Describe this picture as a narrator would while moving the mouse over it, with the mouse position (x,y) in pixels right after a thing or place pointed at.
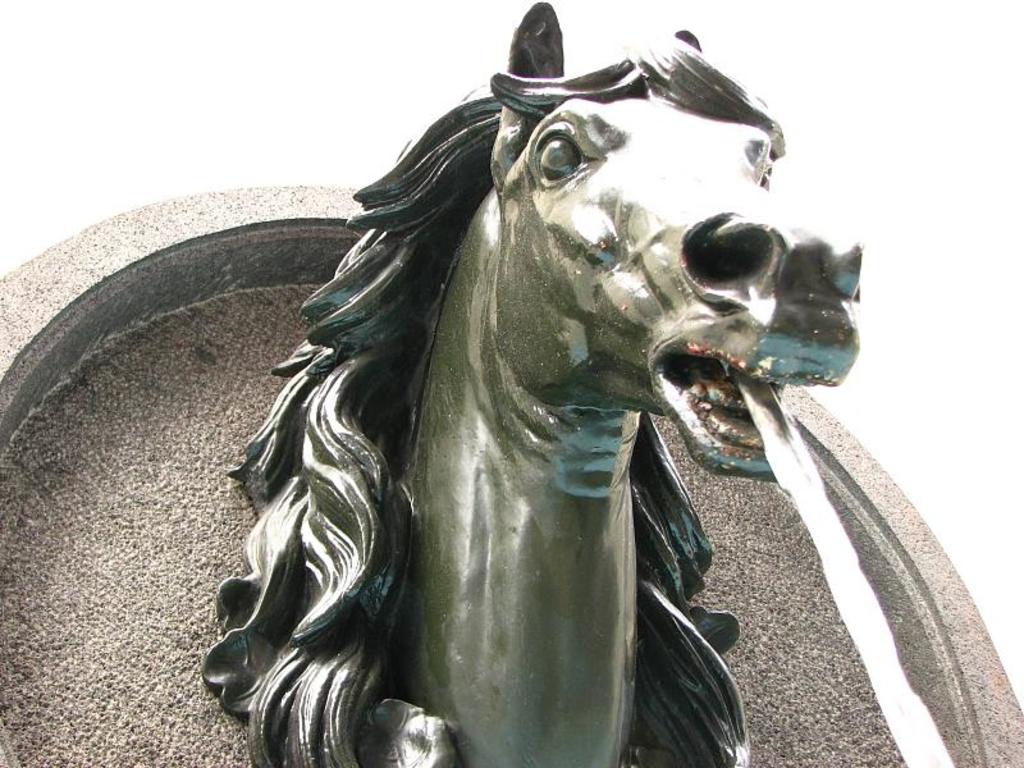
In this image, in the middle (553,414), we can see a sculpture (632,212) from the mouth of the sculpture (481,765), we can see water (845,590) flowing. In the background (229,421), we can see a floor (830,594). In the background (1001,91), we can also see white color.
